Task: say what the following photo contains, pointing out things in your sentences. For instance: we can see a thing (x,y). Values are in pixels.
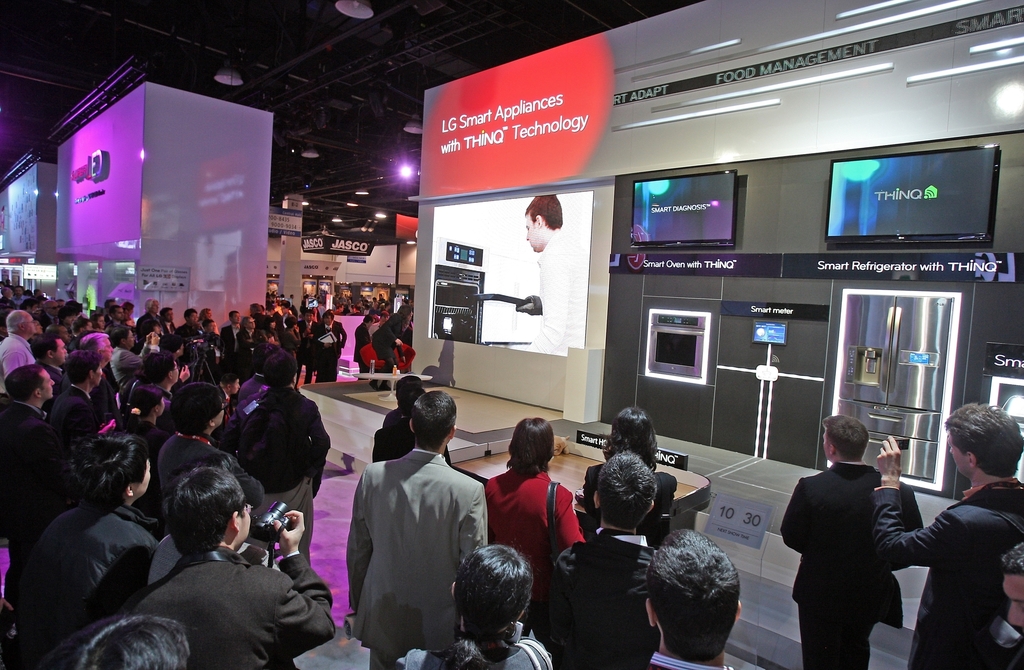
In the picture we can see a showroom (997,105) with electronic items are kept and some people (836,611) are watching it and in the background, we can see some pillar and some lights (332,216) in the ceiling (369,205).
